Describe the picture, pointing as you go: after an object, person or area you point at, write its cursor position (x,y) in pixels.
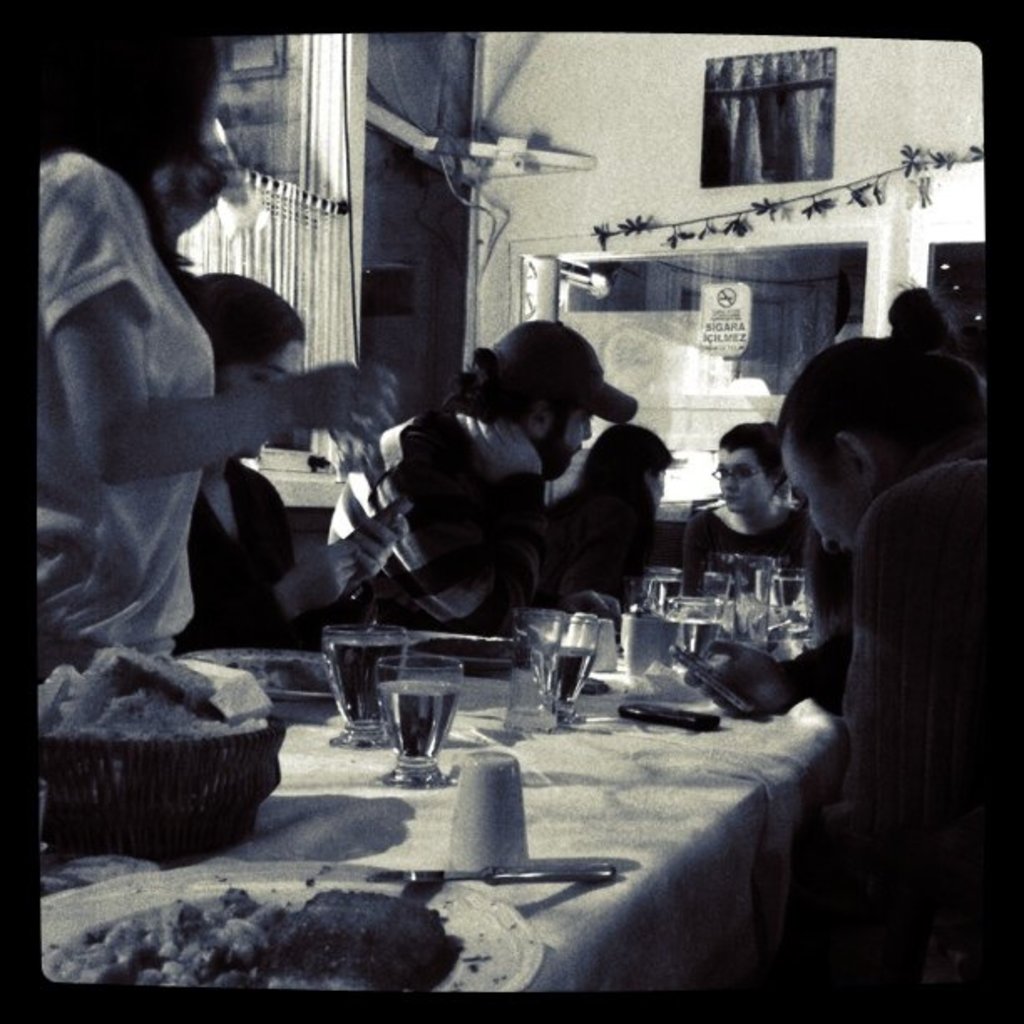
There are many people (516,455) sitting and standing in this room (227,413). In front of them there is a table (536,819). On the table (662,767) there are glasses (447,667), plates (484,905), forks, knives (475,878), food items (192,690), plates (522,931), baskets (211,752). In the background (608,173) there is a wall (620,142) with photo frames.
